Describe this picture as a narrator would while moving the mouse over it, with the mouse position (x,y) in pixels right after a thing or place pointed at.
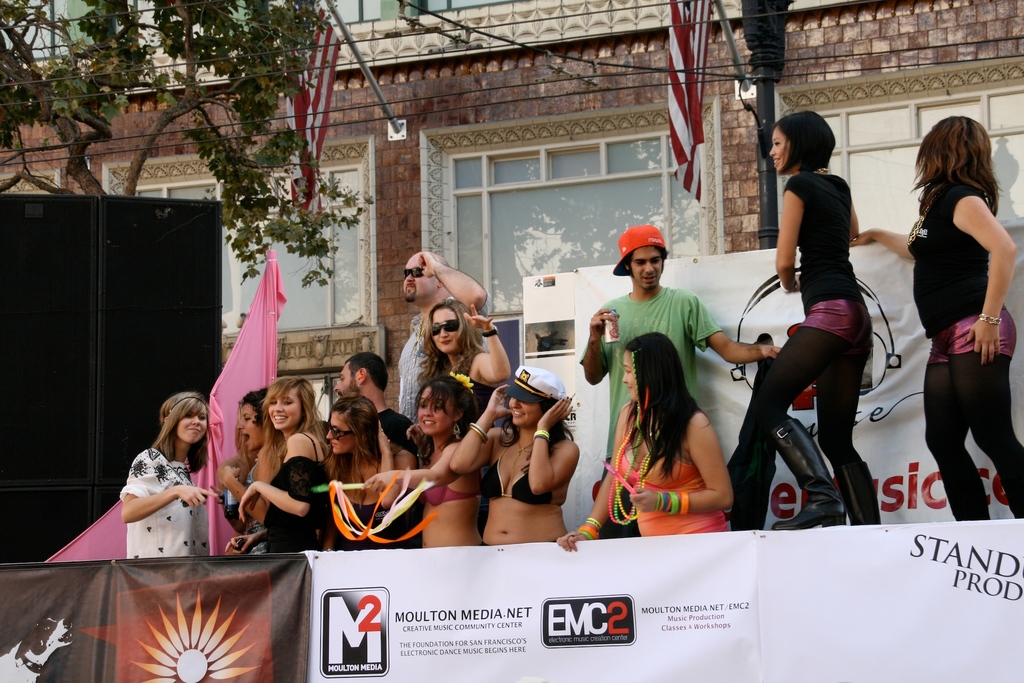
At the bottom (548,627) we can see hoarding (472,567) and there are few persons (388,410) standing at the hoarding (455,567), cloth (233,402). In the background (45,389) there are speakers (96,318), tree (70,101), wires (255,75), building (338,131), flags (318,102) to the poles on the wall (516,139), windows (515,254), hoarding (536,355) and a pole (765,146).
